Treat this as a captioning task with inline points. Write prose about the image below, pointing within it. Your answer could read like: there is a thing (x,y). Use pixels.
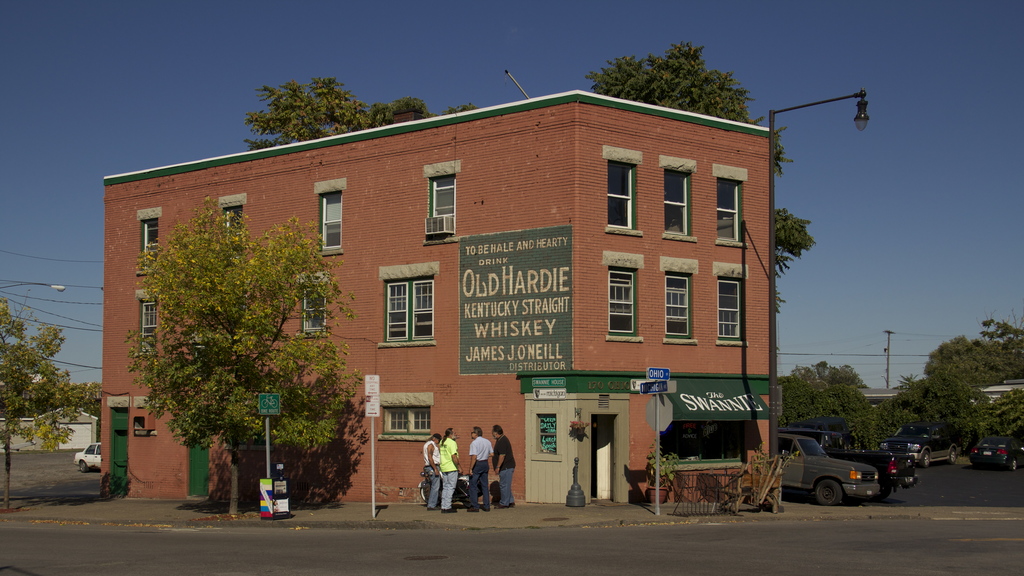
In this image I can see the road (455,554). To the side of the road (264,532) there are boards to the pole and trees (292,423). I can also see many vehicles (832,471) on the road (682,559). There are few people (450,508) standing and wearing the different color dresses (447,484). These people (432,485) are in-front of the bike (463,475). To the side there is a building (386,209) which is in brown color and there are many windows (419,331) to it. In the background (452,83) I can see the blue sky (864,225).
